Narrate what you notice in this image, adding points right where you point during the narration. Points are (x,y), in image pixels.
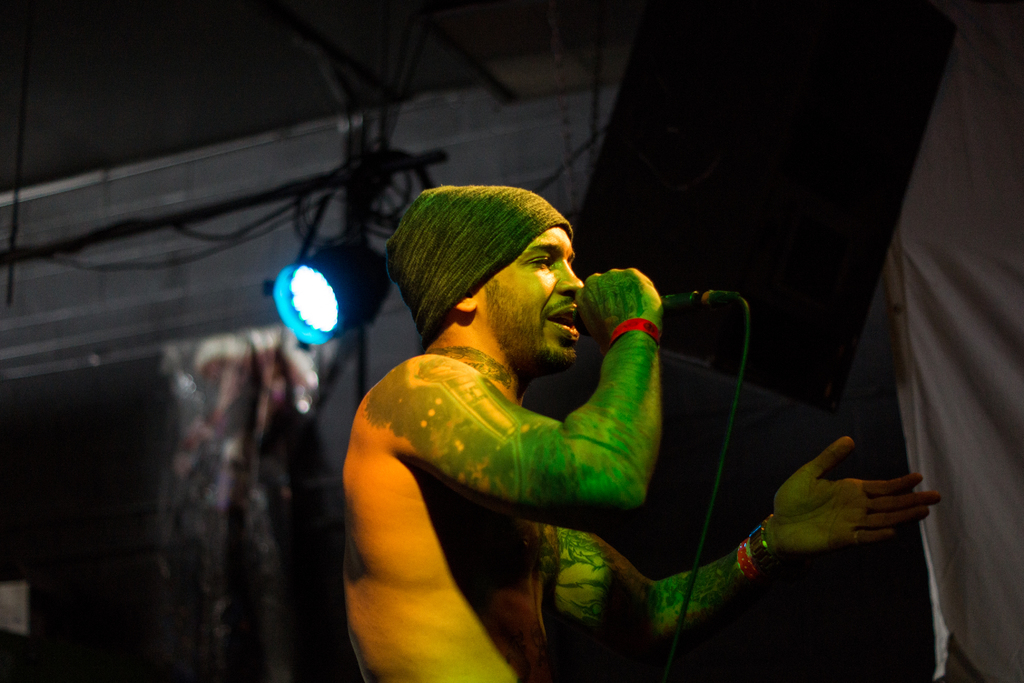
In this image in the front (523,432) there is a man (522,457) performing holding a mic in his hand (601,312) and singing. In the background (331,303) there is a light (332,305) and there is a curtain (927,317) which is white in colour and in front of the curtain (919,334) there is an object (805,175) which is black in colour.
